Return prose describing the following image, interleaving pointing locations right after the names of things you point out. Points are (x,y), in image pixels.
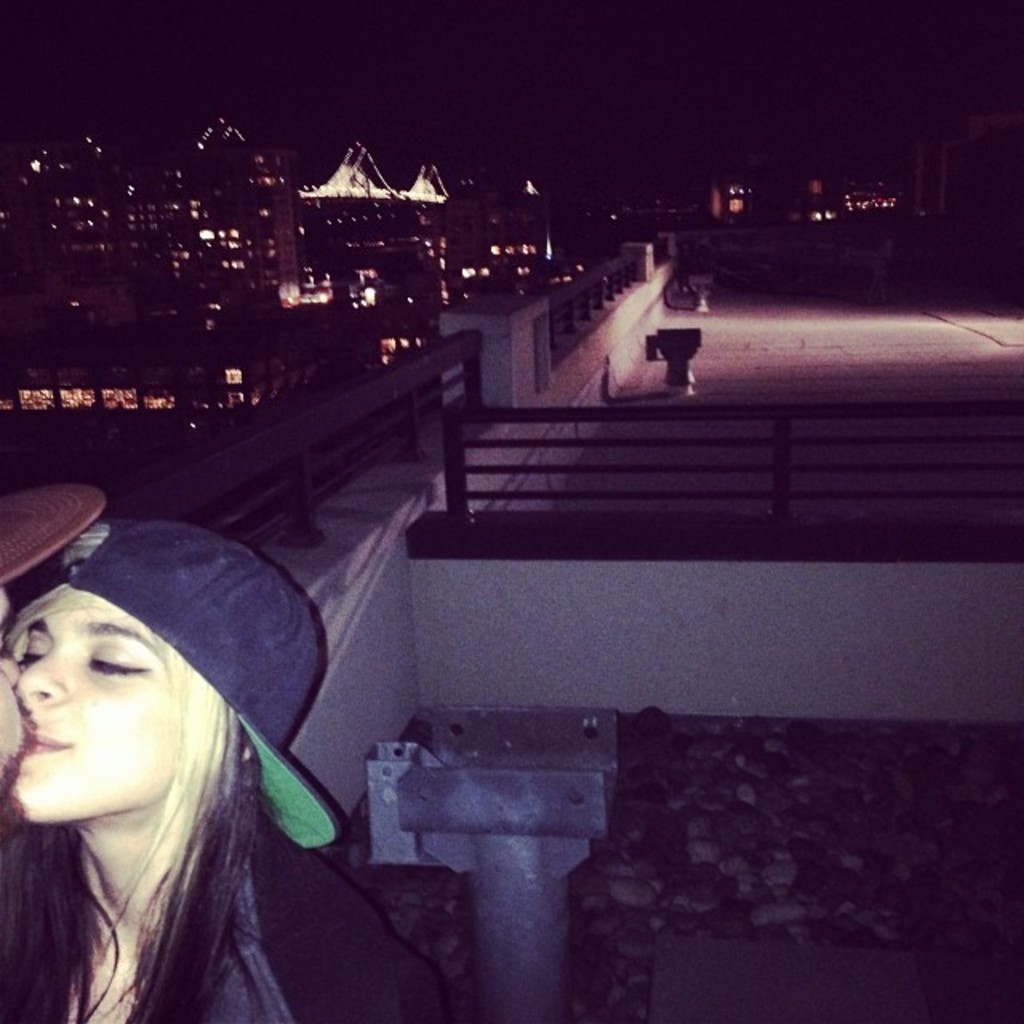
In this image we can see a few buildings (324,265) with lights (436,247), railing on the wall (721,572), few metal rods (530,882) and two persons (202,677) on the left side (173,670).
